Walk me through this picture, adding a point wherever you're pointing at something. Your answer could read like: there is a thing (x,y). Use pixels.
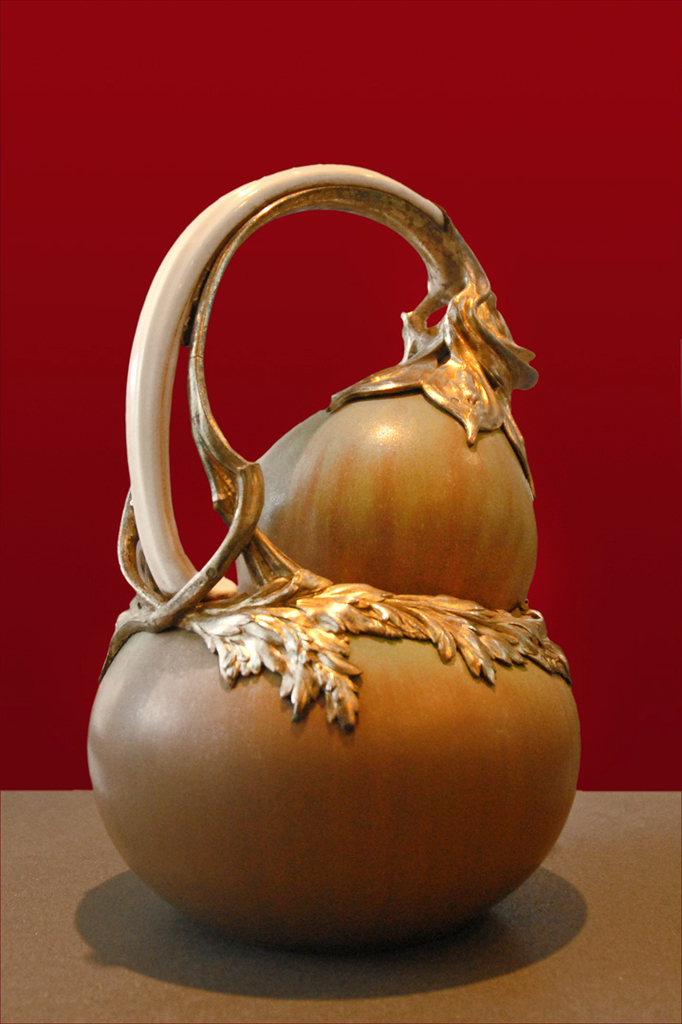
In this image there is a metal object (318,570) that resembles a vegetable (356,657), the background of the image (348,42) is red in color.
